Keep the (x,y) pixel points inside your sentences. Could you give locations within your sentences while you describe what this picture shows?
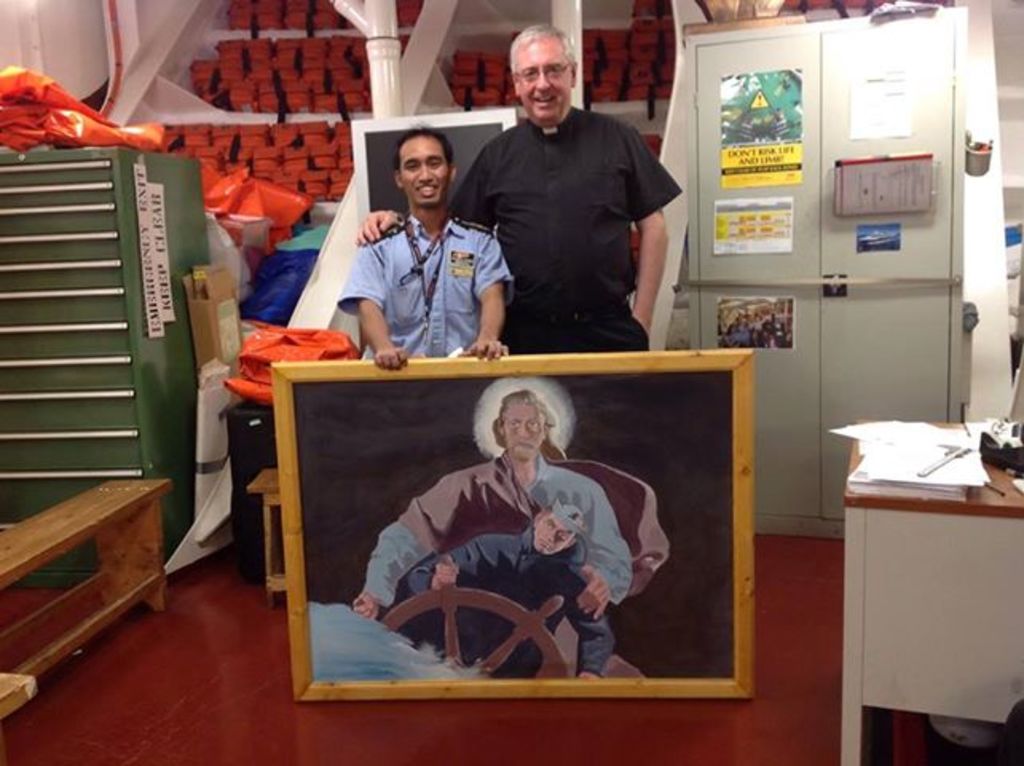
In this image we can see there are two persons (552,277) standing on the floor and holding a painting frame (448,467). At the side there is a table (855,492), on the table (909,503) there are papers (934,451), pen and black color object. At the back (175,201) there is a box (125,475), posters (161,283), banners (155,309), bench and a few objects (115,237).
